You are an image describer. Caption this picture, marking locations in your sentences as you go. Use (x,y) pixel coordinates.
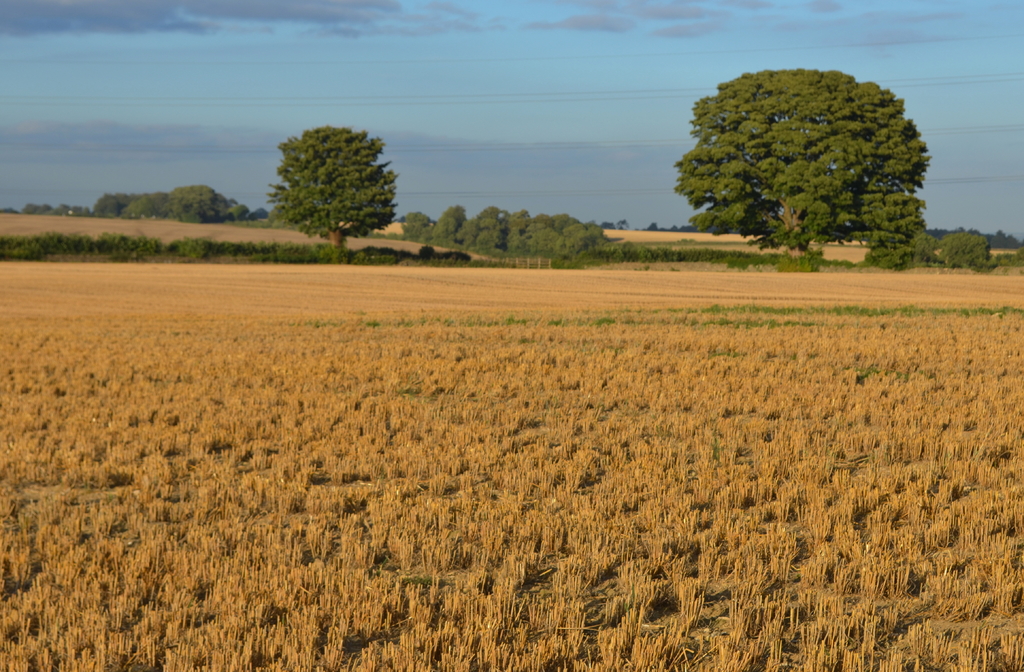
In this picture there are trees (888,156) and there might be a fence (528,261). At the top (570,103) there is sky (556,97) and there are clouds (411,20) and wires (791,47). At the bottom (663,614) there is dried grass (642,500).
